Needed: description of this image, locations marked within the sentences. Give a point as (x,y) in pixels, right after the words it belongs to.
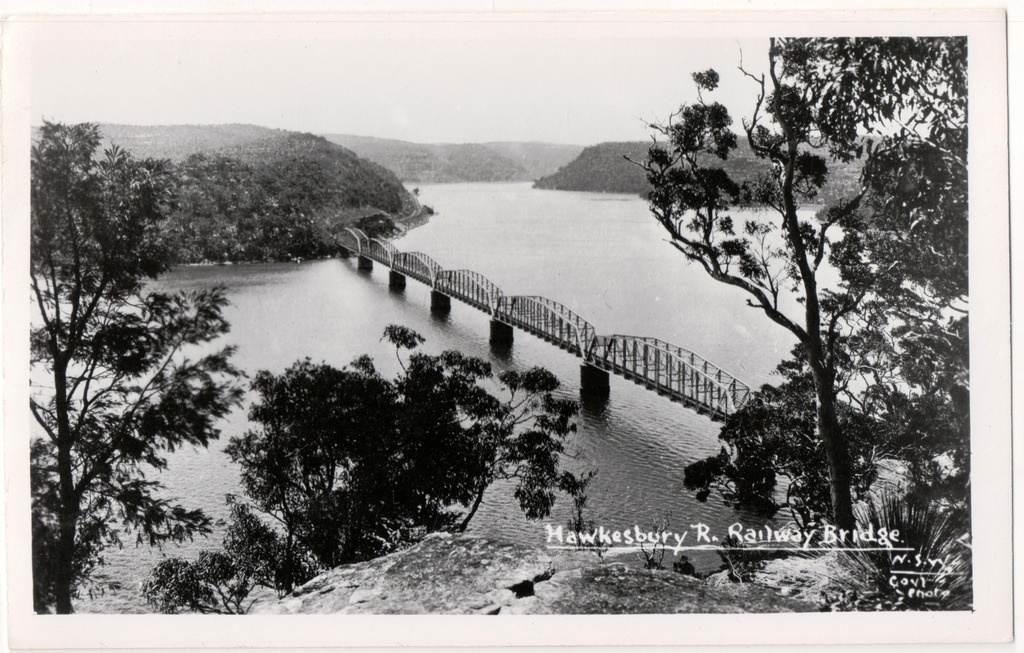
In this picture there is a poster (353,437) in the center of the image (440,341), which contains of trees (56,237), water (557,239) and a bridge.
